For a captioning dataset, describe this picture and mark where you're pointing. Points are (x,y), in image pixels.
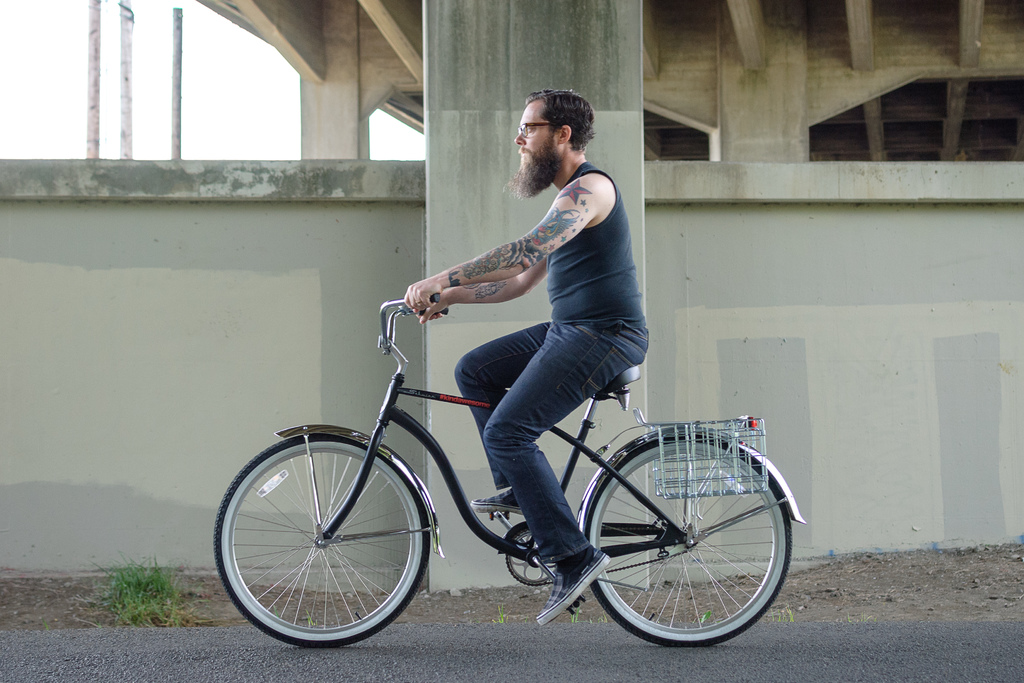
This man (546,482) is riding his bicycle (597,528) and holding handle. This is pillar (327,121). On ground (193,608) there is a plant (149,606). On this man (521,253) hands (500,265) there is a tattoo (531,252).
